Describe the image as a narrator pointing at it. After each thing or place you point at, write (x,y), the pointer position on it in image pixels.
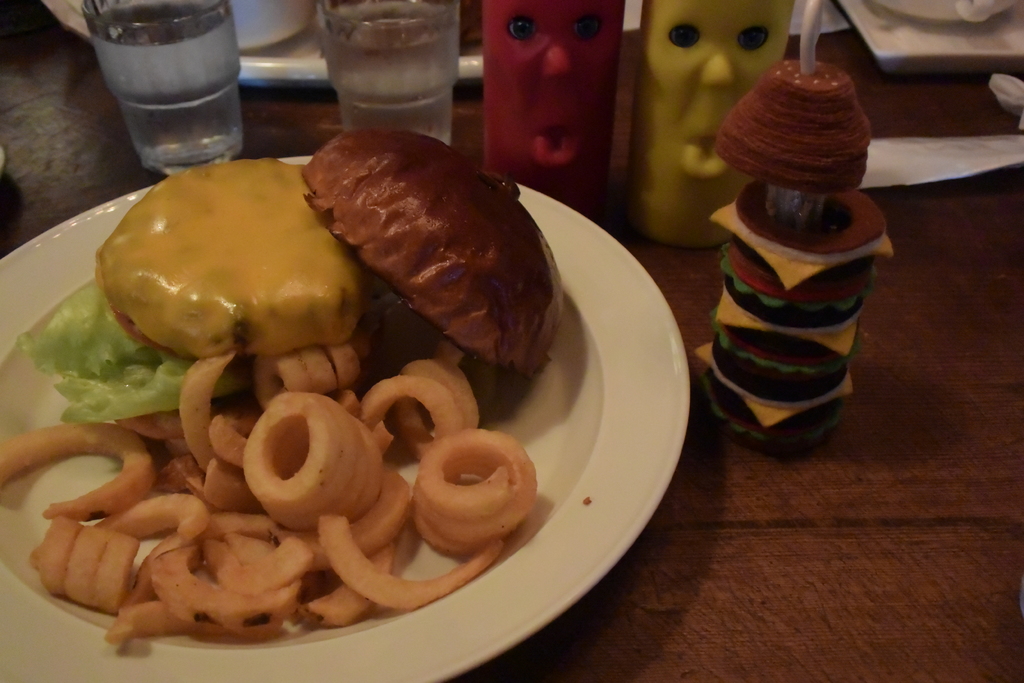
On the table (1023,473) we can see the glass (445,90), plate (600,323), straw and other objects (827,145). In the plate (618,318) we can see the bread (522,338), cabbage (106,320), cheese (302,278) and other food item (299,451).
